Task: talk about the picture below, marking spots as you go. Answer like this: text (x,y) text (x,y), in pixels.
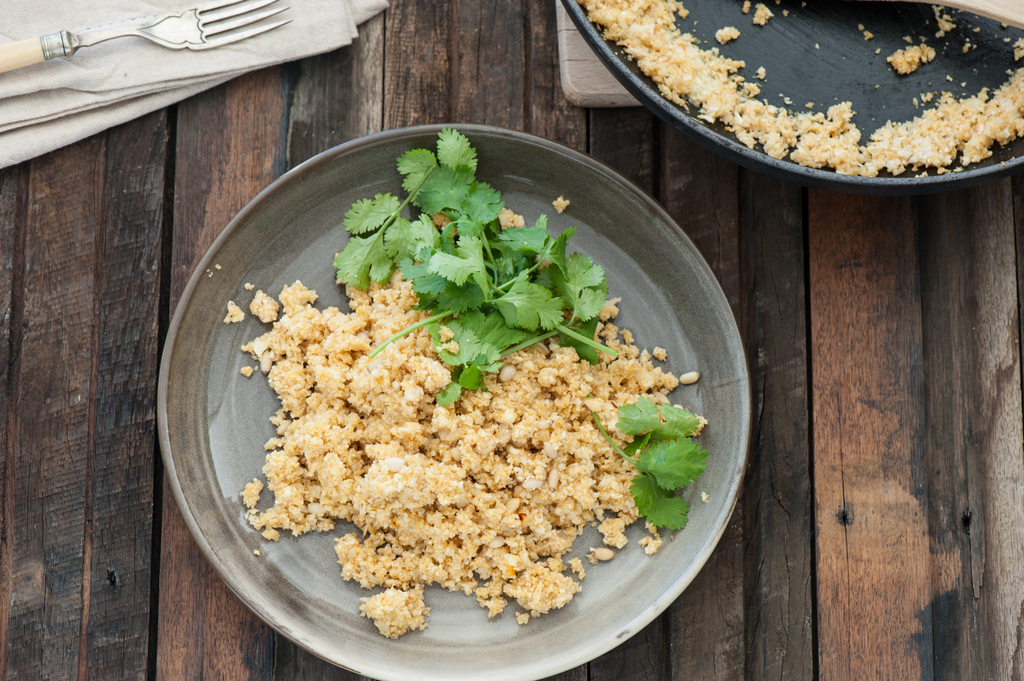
In this image there is a wooden table (851,472) with two napkins (151,107), a fork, a tray (573,75), a pan (874,55) with a food item (887,150) and a plate (519,611) with a food item (413,428) and coriander leaves (463,350) on it.
